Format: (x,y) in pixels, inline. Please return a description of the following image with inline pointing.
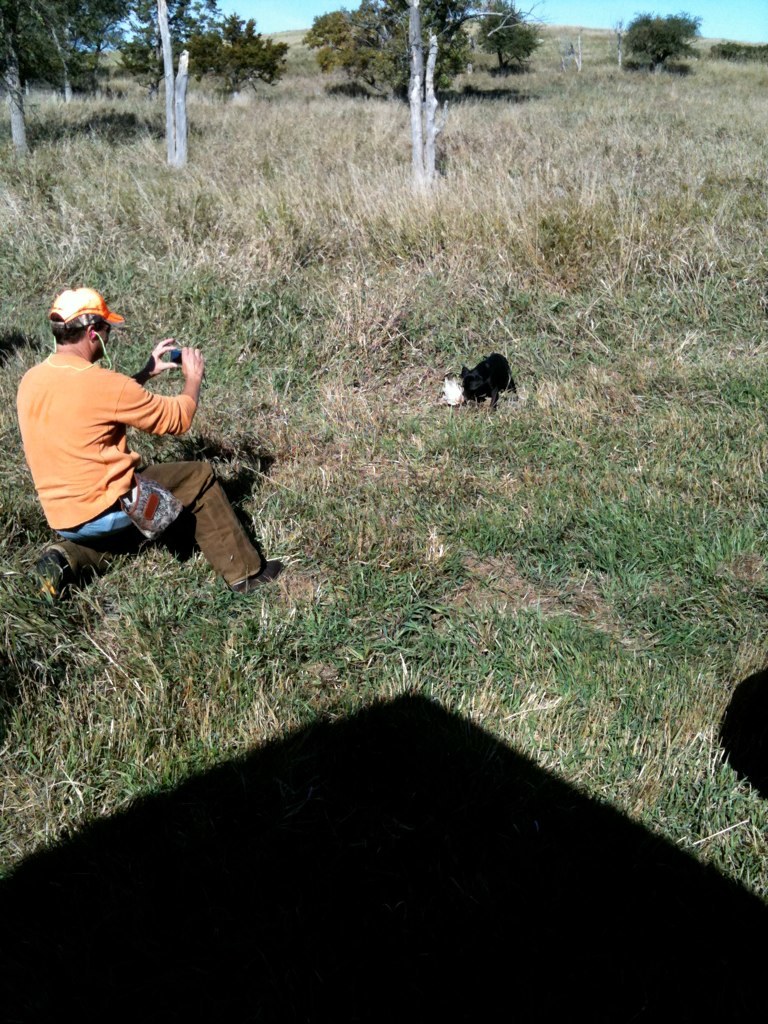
In this image a person (109,448) wearing orange shirt (98,443) is holding camera (176,352) in his hand (190,376). He is wearing a cap (78,315). There is a animal (491,365) on the grassland (525,296) having few trees (388,81) and wooden trunks (432,148) on it. Top of image (690,4) there is sky (611,22).
